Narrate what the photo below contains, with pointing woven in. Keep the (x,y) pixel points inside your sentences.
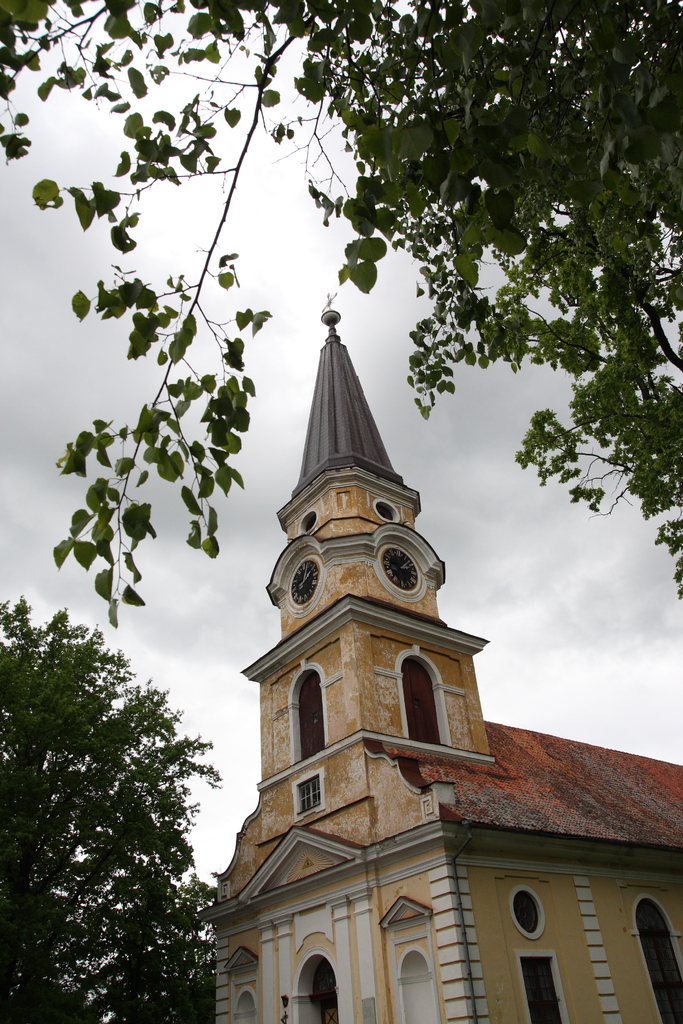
A building (398,729) with windows (425,688). On this building (421,583) there are clocks (396,564). Here we can see trees (489,185). Sky (514,531) is cloudy.
